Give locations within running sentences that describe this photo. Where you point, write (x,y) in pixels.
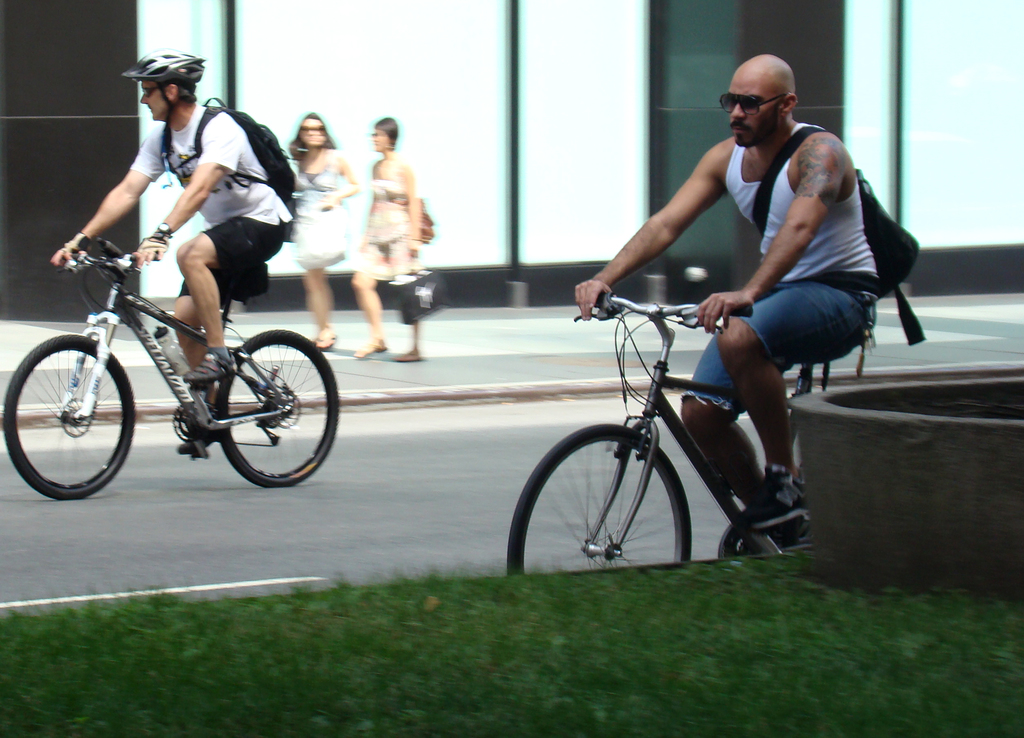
There are two persons (821,188) wearing bags (871,208) and goggles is riding cycle (596,428) on the road (488,432). Person (219,287) on the left (222,175) is wearing helmet (165,63) and watch (164,227). On the side of the road (460,483) there is a grass lawn (523,614). In the back (330,215) two ladies (343,200) are walking on the sidewalk (476,335). In the background (405,42) there is a wall (584,78).
